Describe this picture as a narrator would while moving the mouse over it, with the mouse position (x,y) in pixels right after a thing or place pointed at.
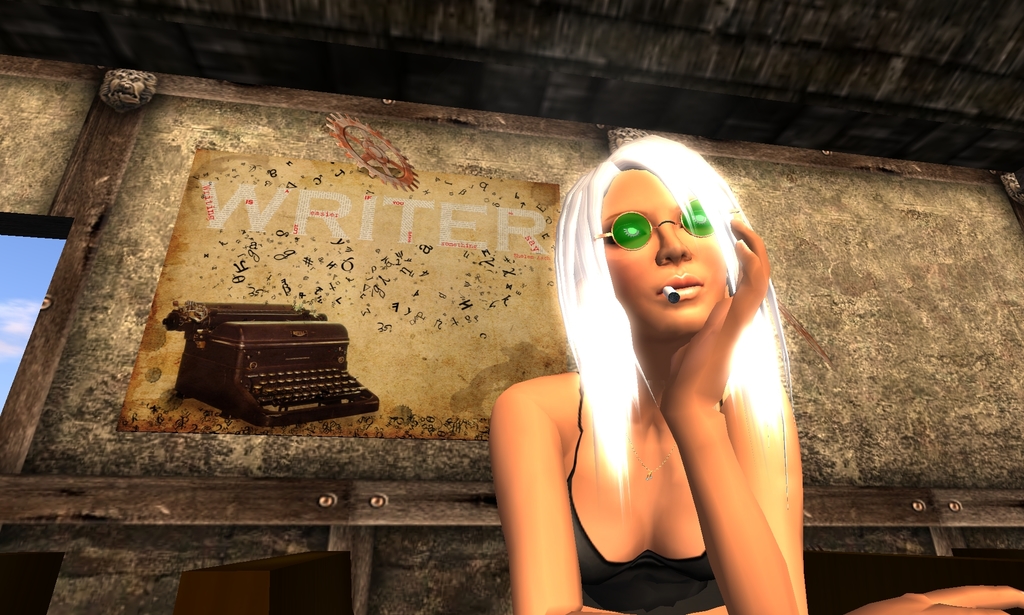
This is an animated image. In the foreground (576,511) there is a woman (688,238) wearing sunglasses (638,234) and holding a cigarette (673,296) in her mouth (684,288) and seems to be sitting. In the background (466,176) we can see the wall (314,139) and a roof (651,1) and a window (9,283) and through the window (15,300) we can see the sky (29,267) and we can see the picture (257,378) of a typewriter (299,378) and a text (412,219) on the wall (403,596).
